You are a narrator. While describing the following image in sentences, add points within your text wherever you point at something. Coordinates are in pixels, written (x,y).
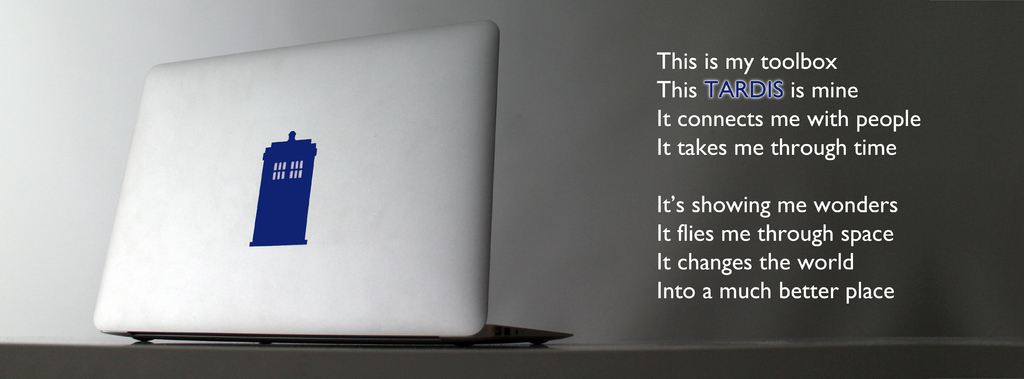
In this image there is a laptop (322,277) on a surface (589,346) that looks like a table (464,360), there is text (713,82), at the background of the image (684,110) there is the wall (579,96).
